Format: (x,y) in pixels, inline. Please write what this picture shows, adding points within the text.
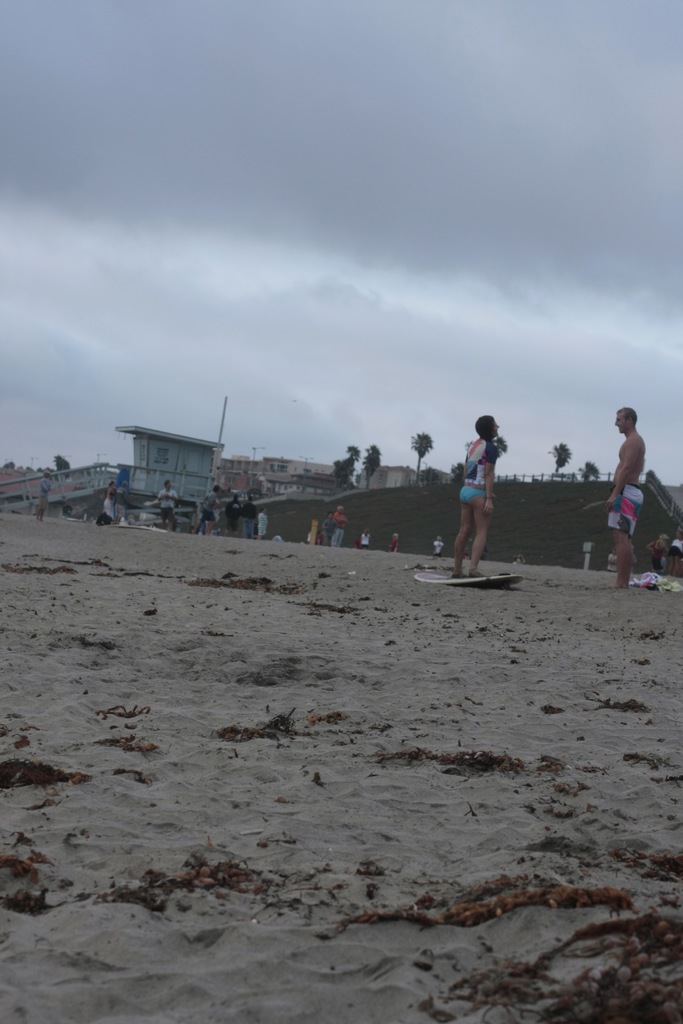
Sky (316,198) is cloudy. This person (485,490) is standing on a surfboard (444,581). We can see people (214,500), buildings (236,475) and trees (343,473).
